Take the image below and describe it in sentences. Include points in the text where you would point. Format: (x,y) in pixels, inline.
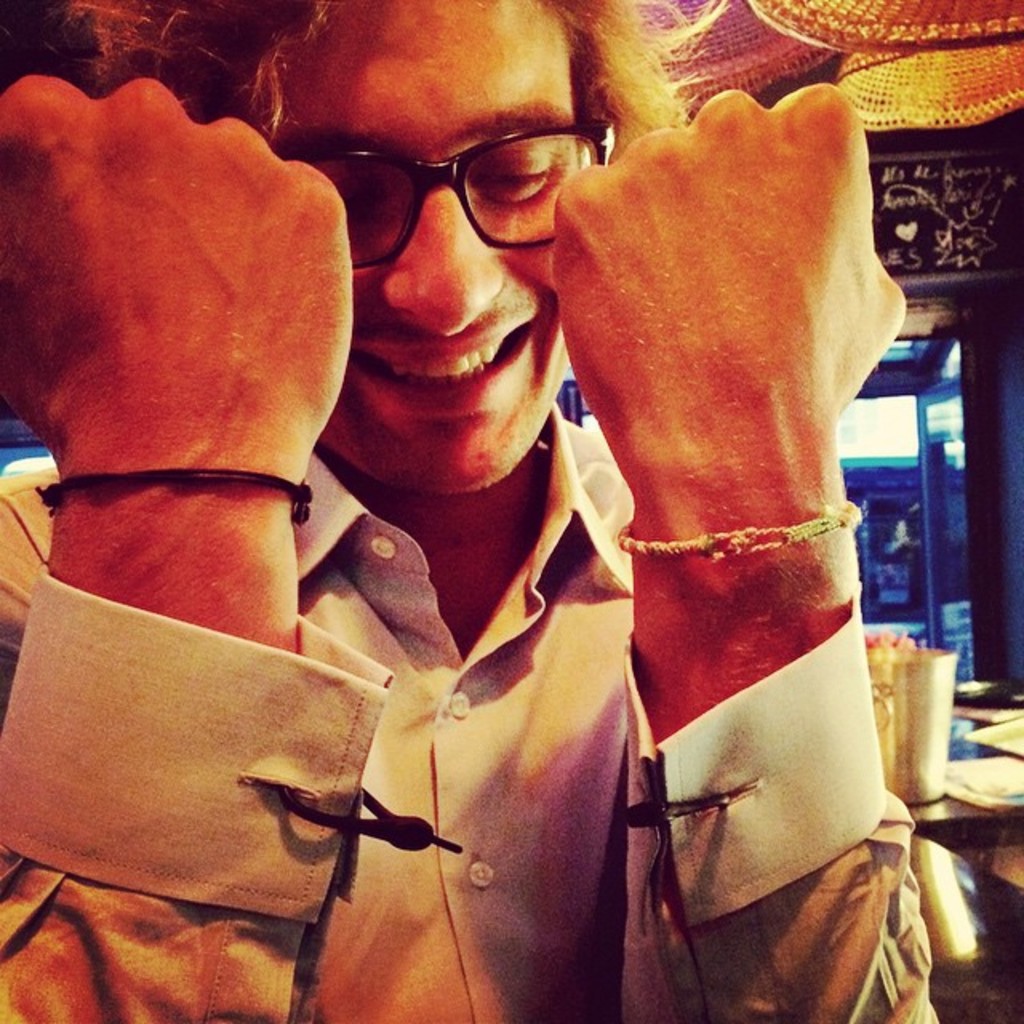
There is a man (602,488) smiling and wore spectacle (478,203). In the background (967,707) we can see glass (907,752) and objects (960,776) on the table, hats (738,86), door (909,594) and wall (1008,540).
